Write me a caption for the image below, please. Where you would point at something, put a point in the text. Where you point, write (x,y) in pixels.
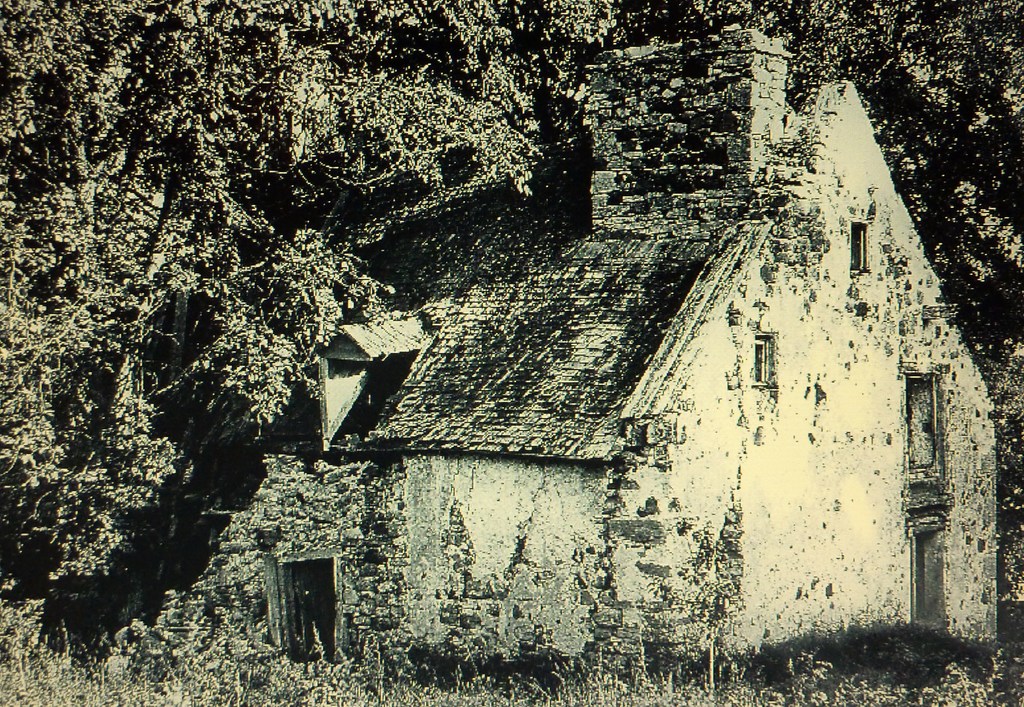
In this image we can see an old house (644,531) with tiled roof (454,393), small plants (137,674) and trees (223,228) in the background (223,228).
